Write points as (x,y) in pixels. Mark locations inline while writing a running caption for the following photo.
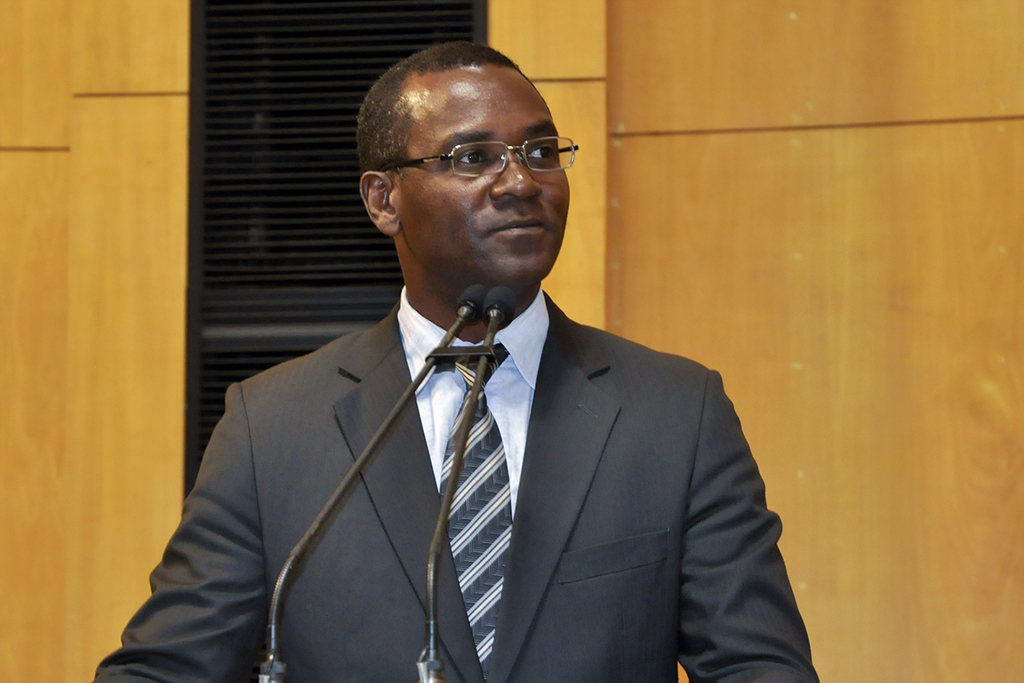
This image consists of a man (402,443) wearing a black suit (586,498) along with a tie (462,529). In front of him, we can see two mics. In the background (889,311), there is a wall (609,221). It looks like it is made up of wood (984,103).
